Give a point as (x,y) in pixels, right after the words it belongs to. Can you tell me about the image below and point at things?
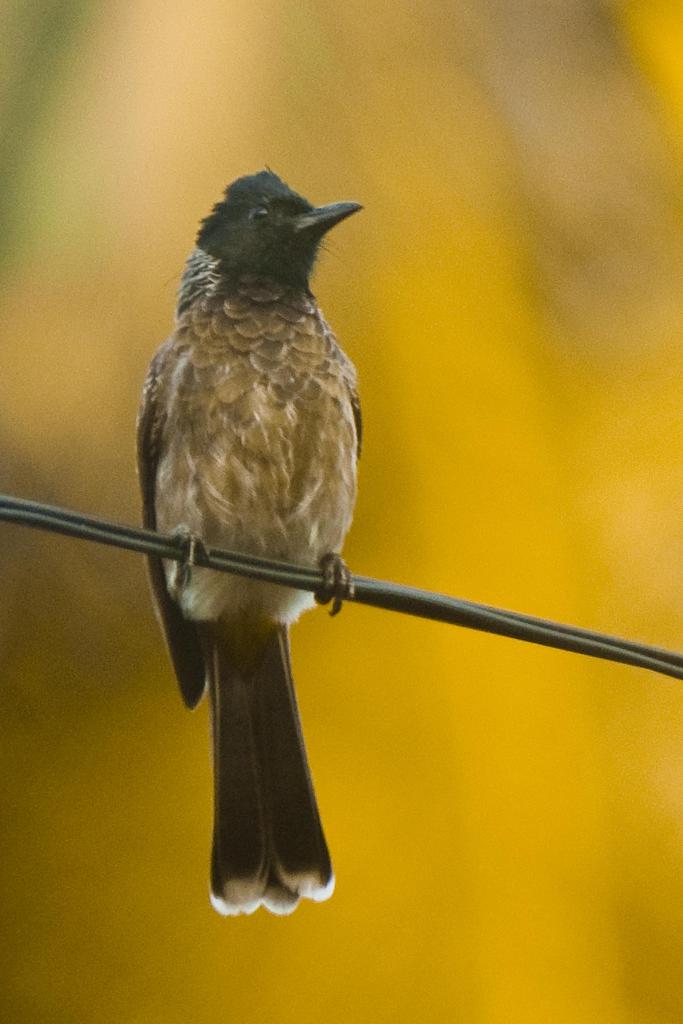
In this image I can see there is a bird (281,420) on a wire (544,625). And at the back (398,657) it looks like a blur.
